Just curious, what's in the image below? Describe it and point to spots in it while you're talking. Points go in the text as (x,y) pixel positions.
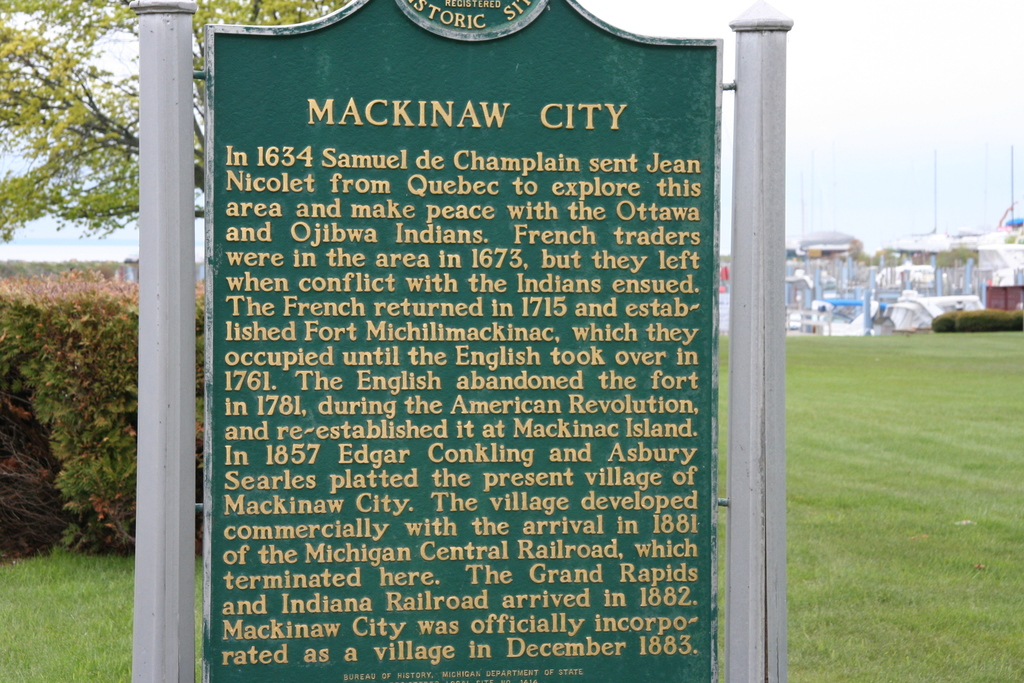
In this picture we can see some text (613,553) on a green board (243,193). We can see some grass (921,374) on the ground (896,388). There are a few bushes (14,353) and a tree (10,98) is visible on the left side (135,62). We can see some bushes (988,329) on the right side (961,318). There are a few objects (1018,235) visible in the background (925,238).
